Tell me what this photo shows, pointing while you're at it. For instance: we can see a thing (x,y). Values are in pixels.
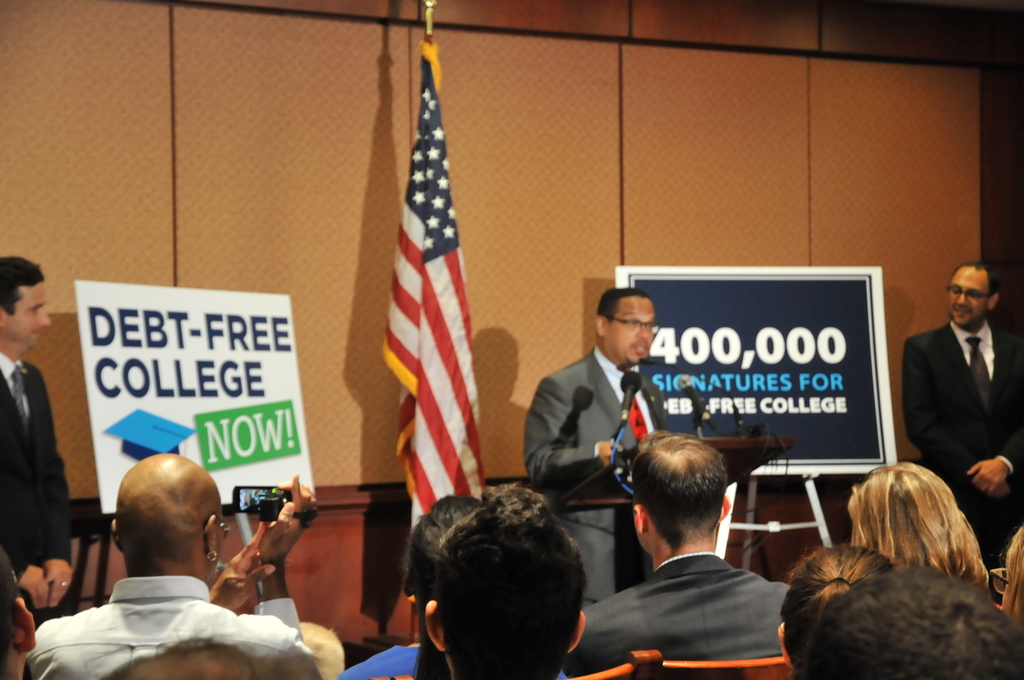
Here in the middle (617,360) we can see a person (629,357) standing and speaking in the microphone (634,389), which is present in front of him on the speech desk (738,446) over there and we can see two persons (929,358) on either side of him and behind him we can see flag post (437,381) and some boards (273,318) present beside him and in front of him we can see people (466,533) sitting and listening to him.
